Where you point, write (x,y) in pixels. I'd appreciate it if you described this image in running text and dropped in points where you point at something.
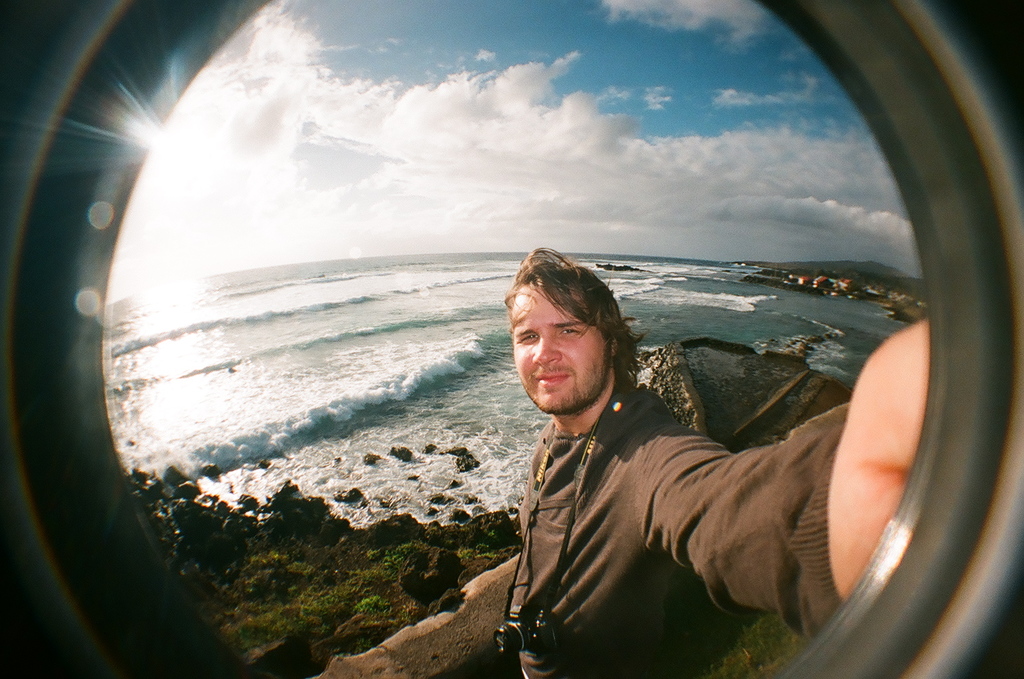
In the foreground of the picture (576,464) there is a person (622,506) wearing a camera (532,642) and holding an object (1008,607). On the left (245,528) there are shrubs (297,568), stones (220,526), water (302,317) and sun (160,183). On the right (778,287) there are hills (856,277), buildings (823,283) and water (722,321).
